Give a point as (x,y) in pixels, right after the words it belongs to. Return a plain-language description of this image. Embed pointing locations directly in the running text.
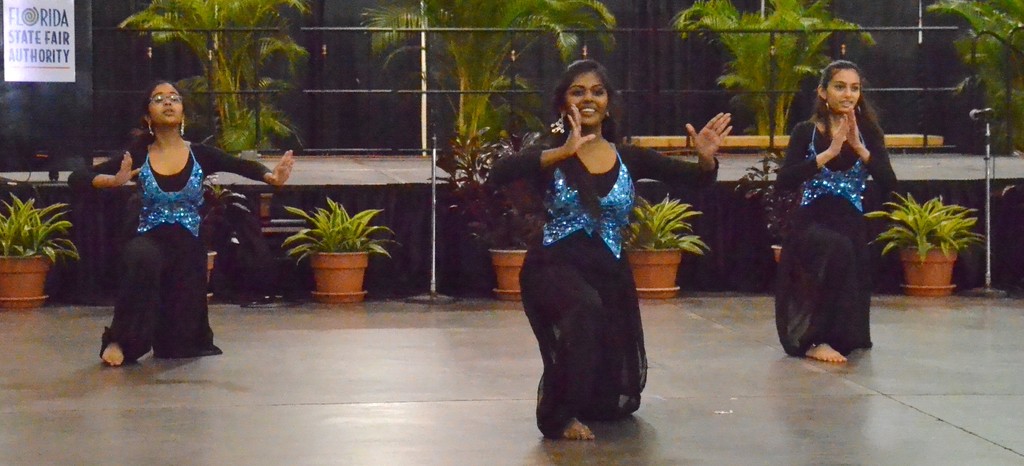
There are three girls (833,177) dancing. In the back (20,243) there are pots (361,251) with plants (692,240). Also there are trees (480,69) and railings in the background (780,82). There are mic stands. On one stand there is a mic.
